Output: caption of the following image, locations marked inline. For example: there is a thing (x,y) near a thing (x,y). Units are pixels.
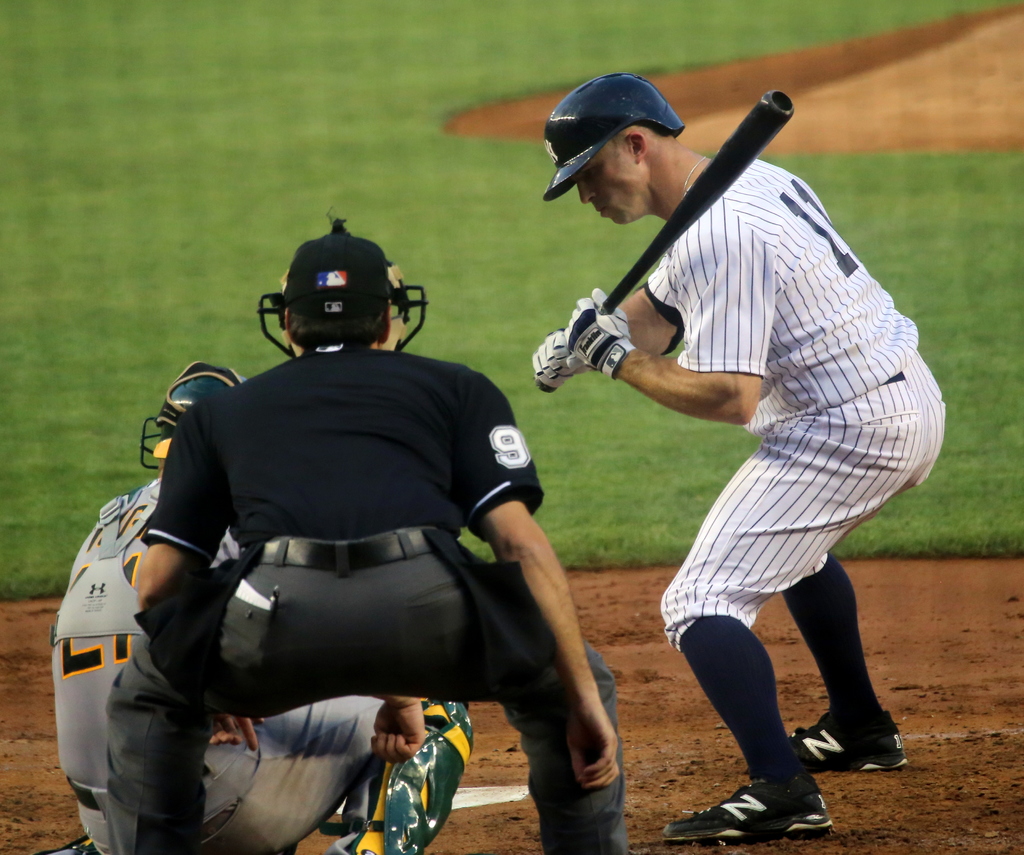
In this image I can see in the middle (516,545) a person (478,654) is bending, he wore black color t-shirt (372,436) and a cap (377,313). On the right side (758,277) a man (735,397) is playing the baseball, he wore white color dress (867,405), black color shoes (750,828) and a helmet (655,120). At the top (594,254) it is the grass field (277,167).
